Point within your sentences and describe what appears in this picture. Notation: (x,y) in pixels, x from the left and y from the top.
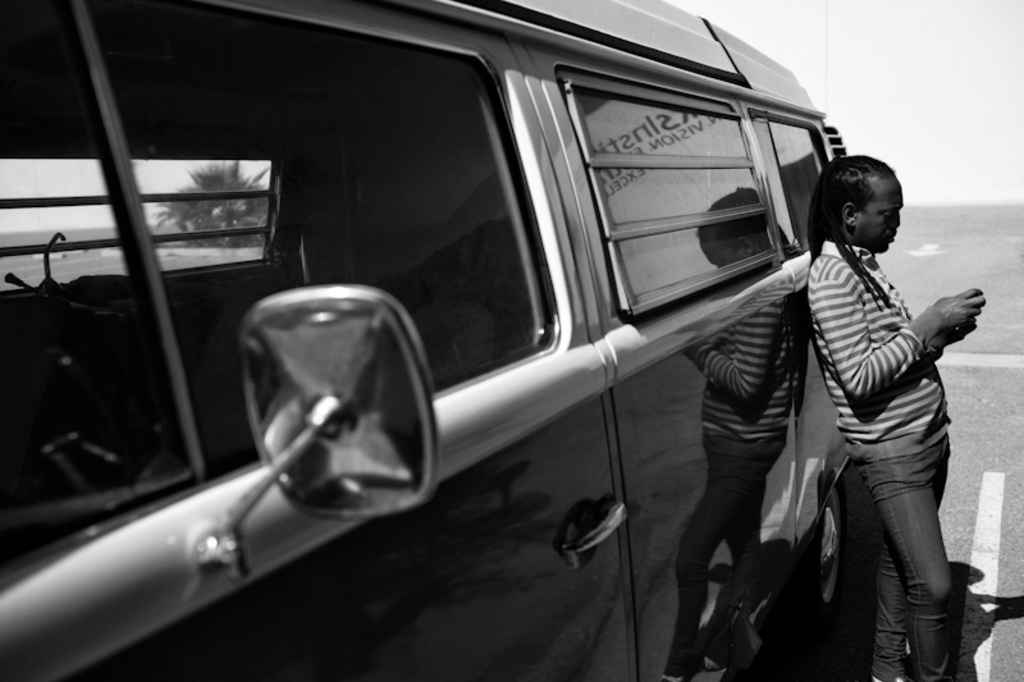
In this black and white image there is a person (835,370) standing, behind the person (819,356) there is a vehicle (552,464) on the road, from the window (202,188) of the vehicle (156,198) we can see there is a tree (196,205).
